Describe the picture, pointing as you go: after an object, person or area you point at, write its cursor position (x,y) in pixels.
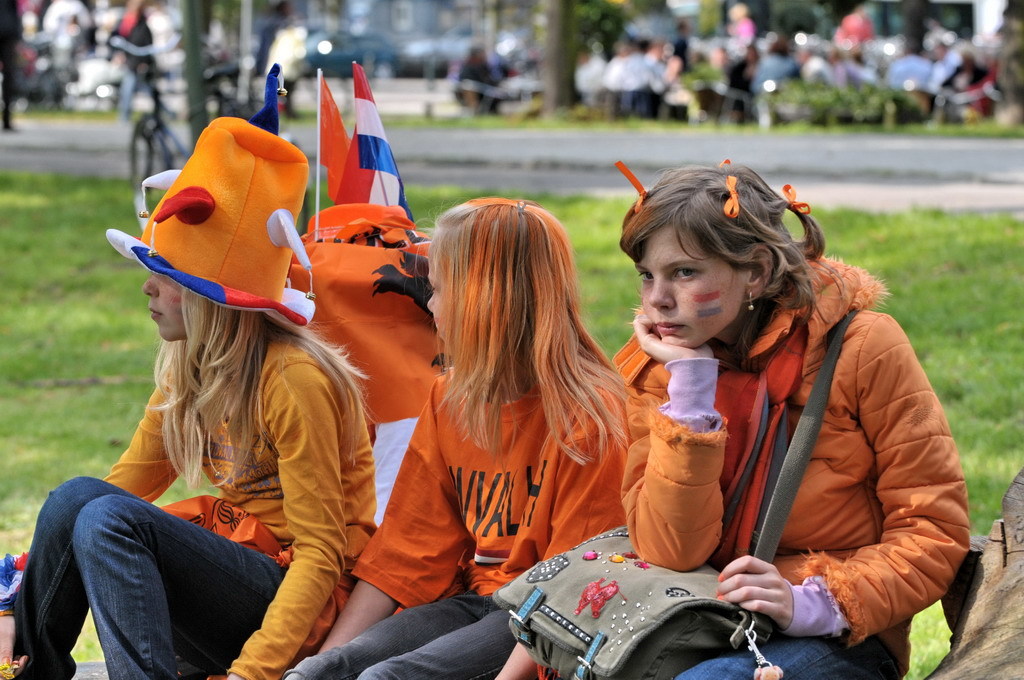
In the center of the image (349,449) we can see three girls (295,436) sitting on the ground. In the background (170,115) there is a bicycle (162,127), persons (754,93), road (587,150), trees (574,79), vehicles (422,45) and building (446,22).
